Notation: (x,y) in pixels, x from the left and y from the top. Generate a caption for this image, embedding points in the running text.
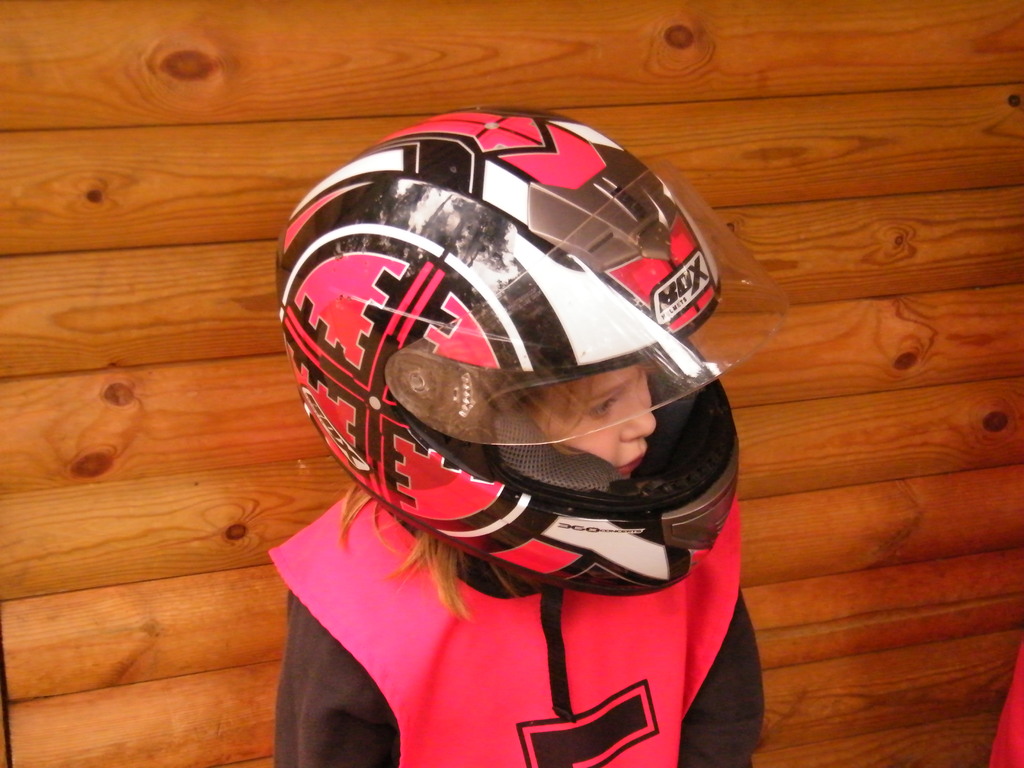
There is a child (600,609) in pink color jacket (439,657) and wearing a helmet (649,326). In the background (817,192), there is a wooden wall (654,58).
